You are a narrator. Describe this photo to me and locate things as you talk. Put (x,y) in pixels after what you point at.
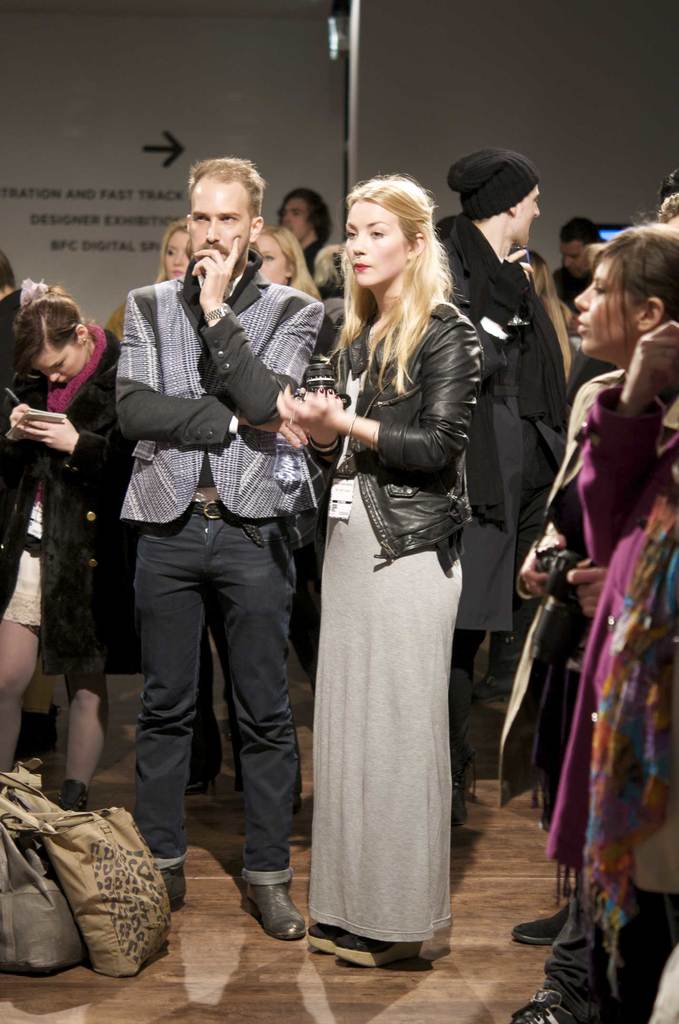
In this picture we can see few people (462,417) are standing on the floor (465,877) and there are bags (91,936). In the background (295,21) we can see hoardings (295,21).
